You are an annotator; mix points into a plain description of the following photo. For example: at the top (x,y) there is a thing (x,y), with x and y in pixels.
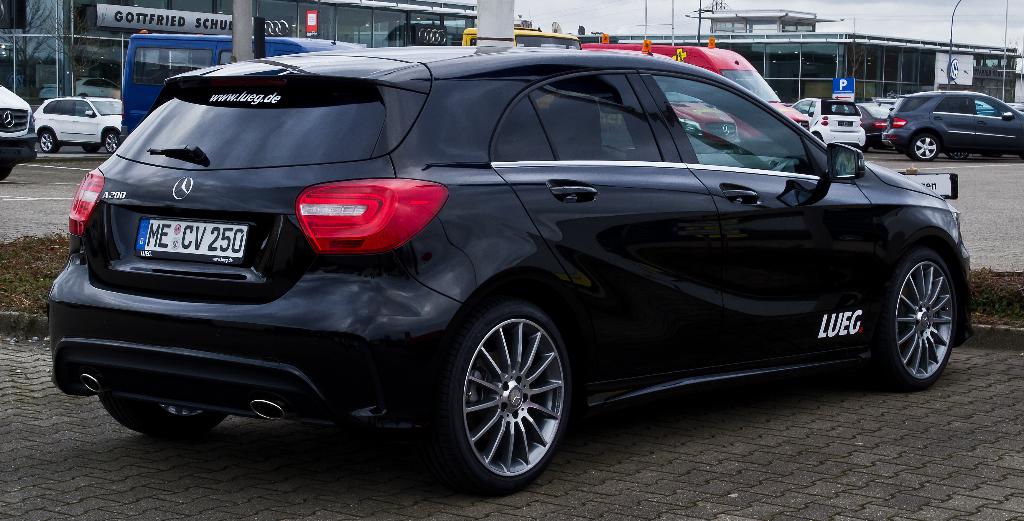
In the image there are many cars (593,132) and few vehicles (14,95) parked on a surface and behind the vehicles (12,115) there are two buildings (746,47).
